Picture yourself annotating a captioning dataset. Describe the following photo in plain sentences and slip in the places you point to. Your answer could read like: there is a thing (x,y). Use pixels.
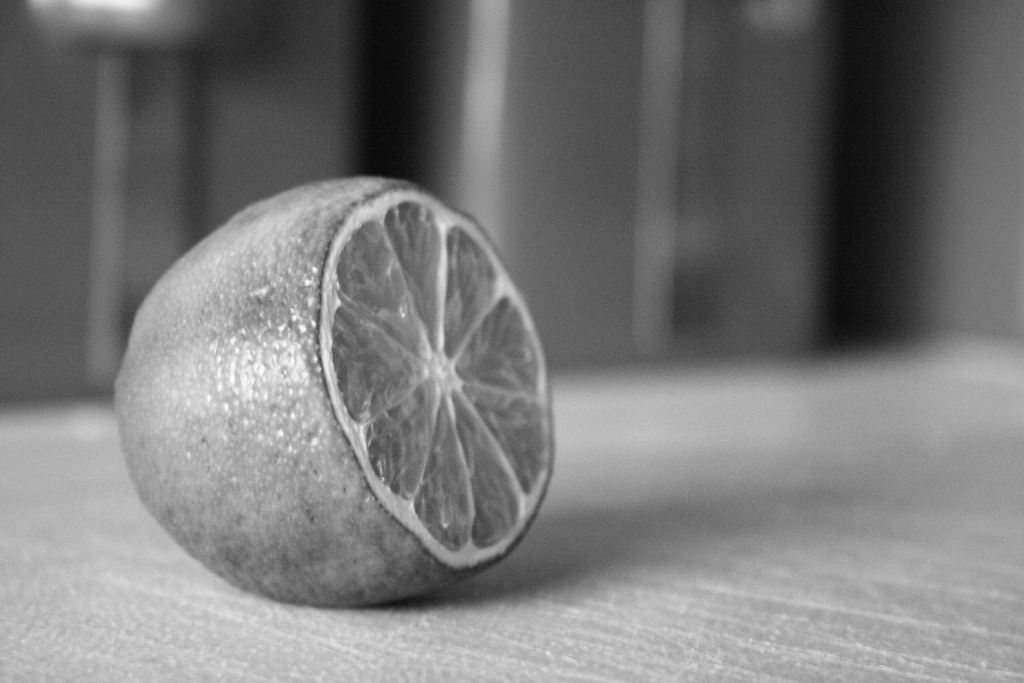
The picture consists of a lemon (335,529) on a surface (704,509). The background (973,49) is blurred.
